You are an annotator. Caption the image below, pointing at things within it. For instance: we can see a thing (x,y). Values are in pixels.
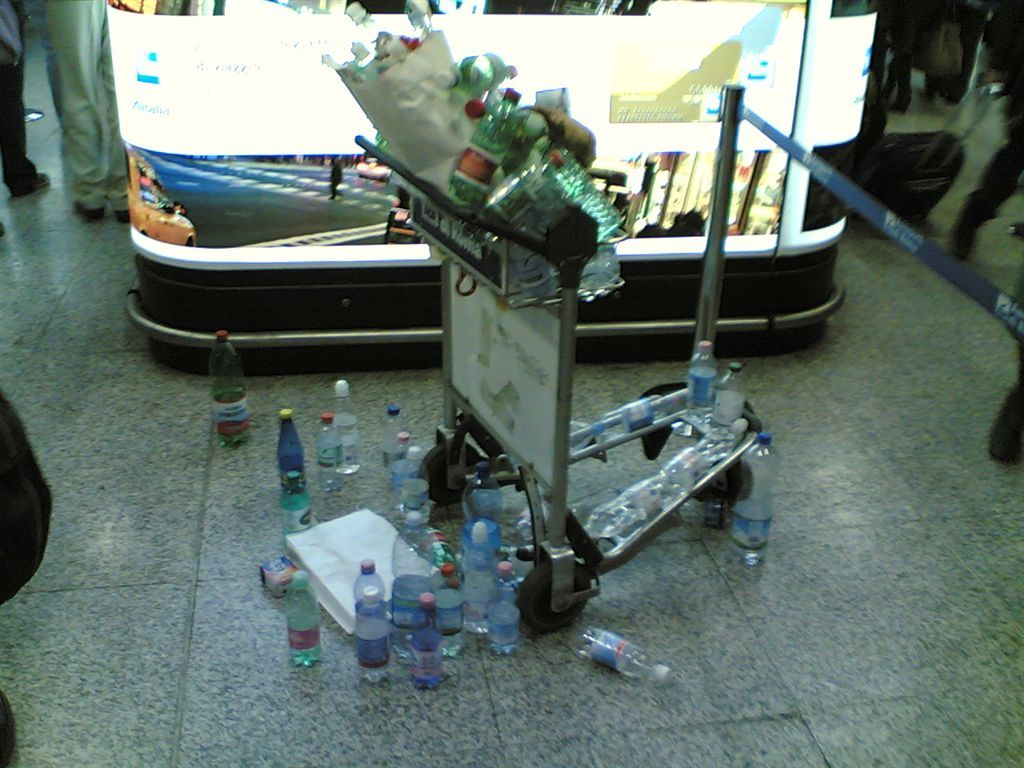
On the floor (407,701) there are many water bottles (384,595) and one white cover (374,558). And on the trolley (510,341) there are many bottles (686,424) kept on it. To the right side (711,164) there is a rod (702,330) with ribbon (969,284) attached to it. In the background (402,8) there is a lighting poster (291,50). And on the top side (882,90) corners there are some people (74,48) standing.
